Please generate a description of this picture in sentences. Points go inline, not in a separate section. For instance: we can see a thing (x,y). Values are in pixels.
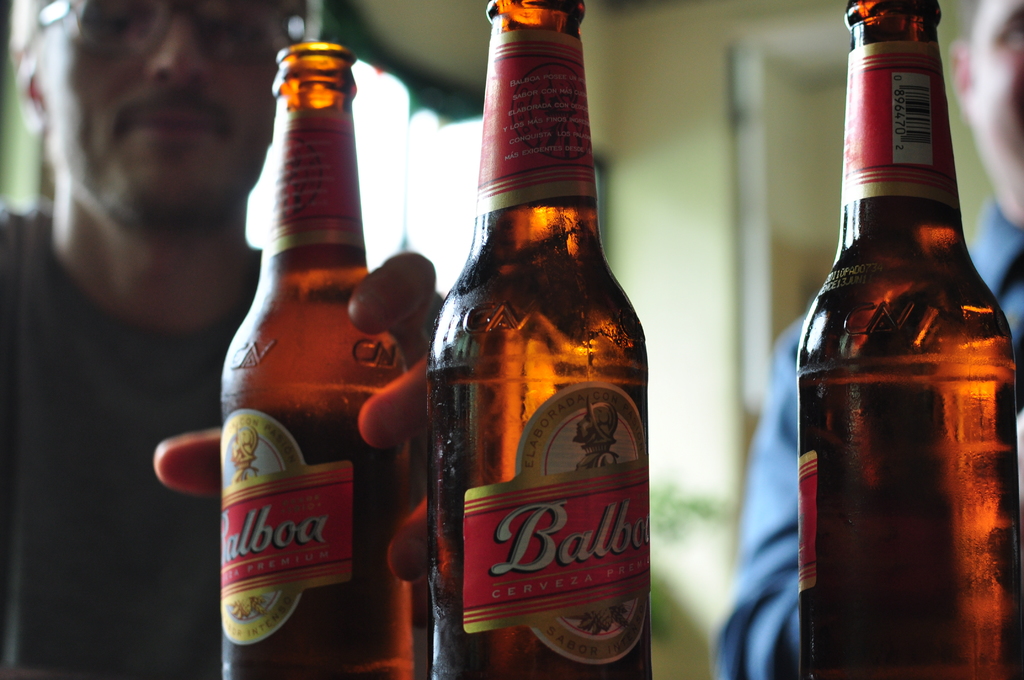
A man (176,400) is holding beer bottle (257,381). there are 3 beer bottles (600,460) at here with a label (581,454) Balboa.
